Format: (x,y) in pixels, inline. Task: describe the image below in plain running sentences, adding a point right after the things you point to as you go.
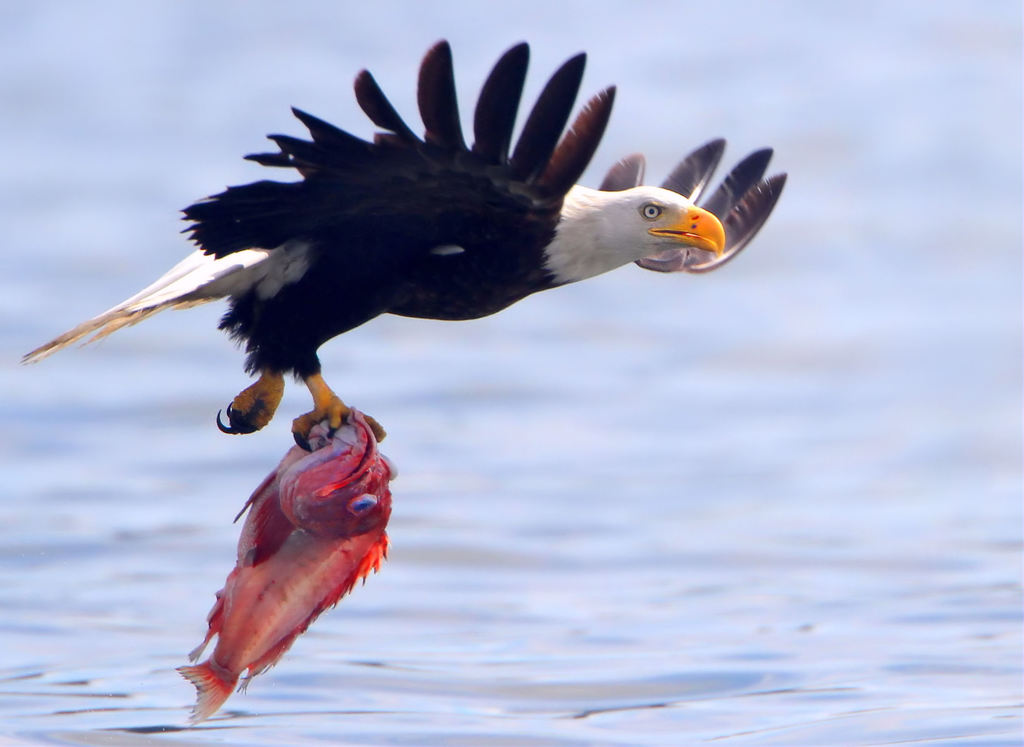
In this image in the center (439,250) there is a bird (424,231) holding food (315,517) and the background (695,354) is blurry.
